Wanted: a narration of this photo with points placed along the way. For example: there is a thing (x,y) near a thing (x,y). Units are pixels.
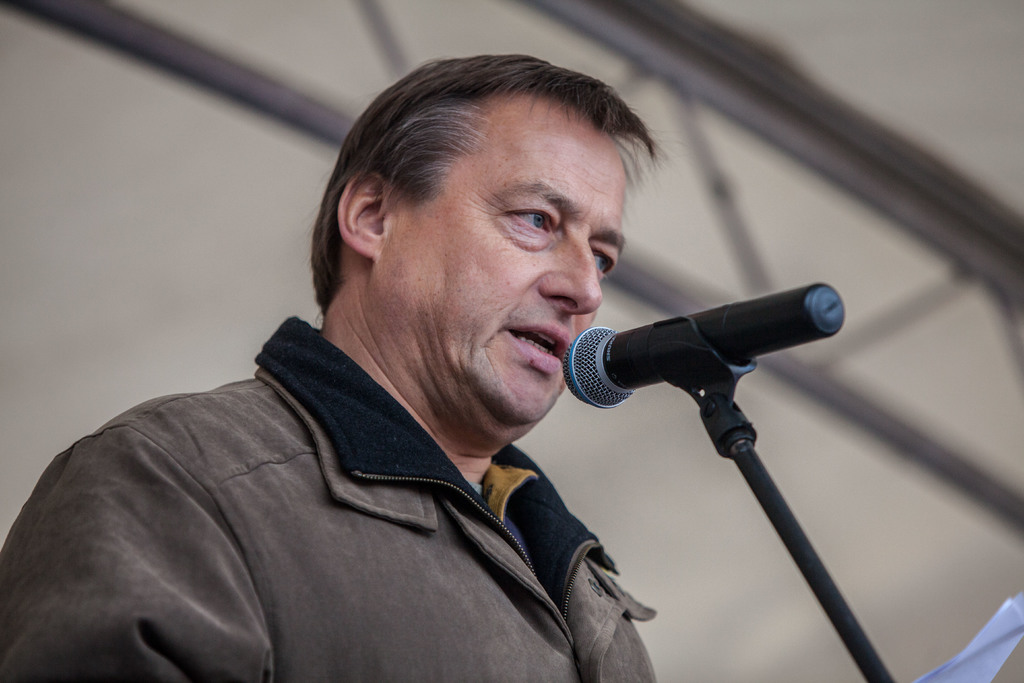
In the image we can see a man (255,469) wearing clothes (301,484) and he is talking. Here we can see microphone (785,333) on the stand (715,399) and the background (872,343) is blurred.
